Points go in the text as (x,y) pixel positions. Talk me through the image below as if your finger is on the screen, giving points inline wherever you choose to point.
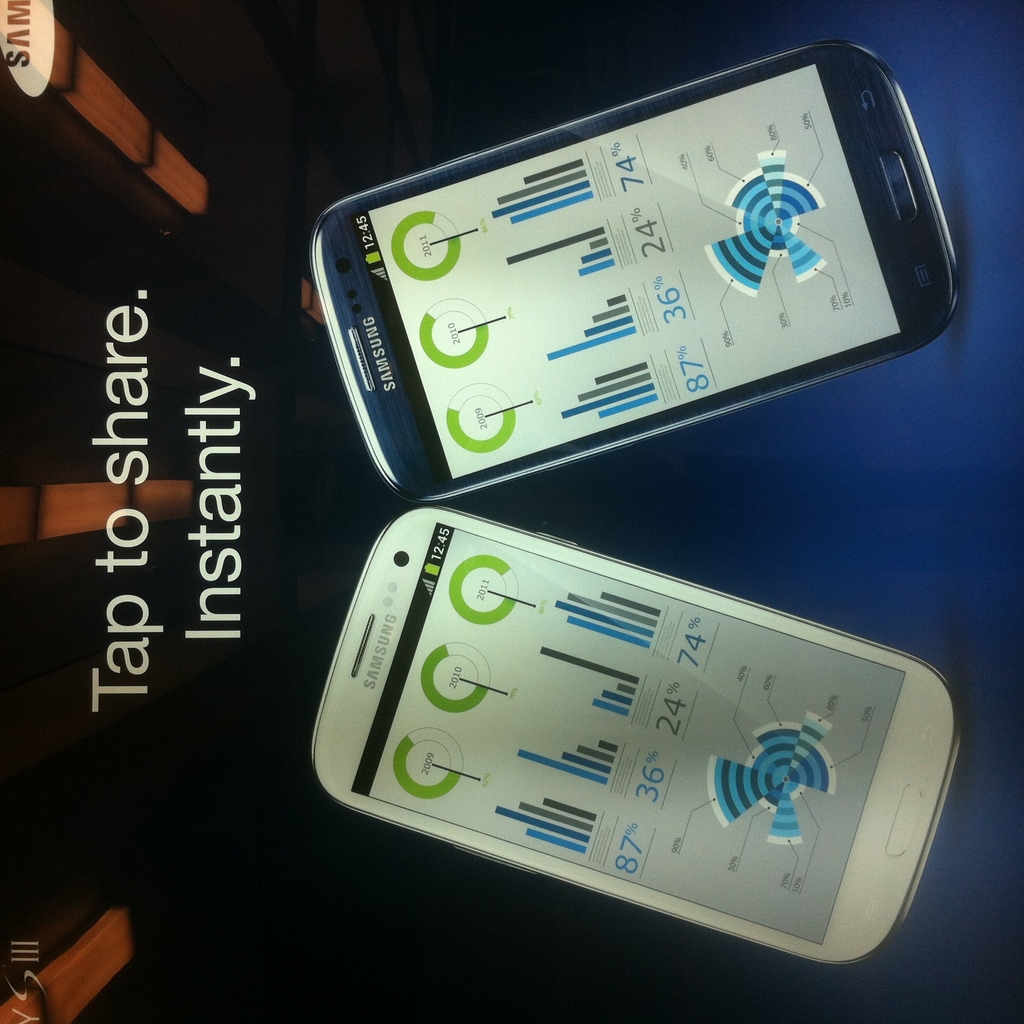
This is a poster (419,525). On this poster (730,740) we can see mobiles (686,785) and text (626,163) written on it.
